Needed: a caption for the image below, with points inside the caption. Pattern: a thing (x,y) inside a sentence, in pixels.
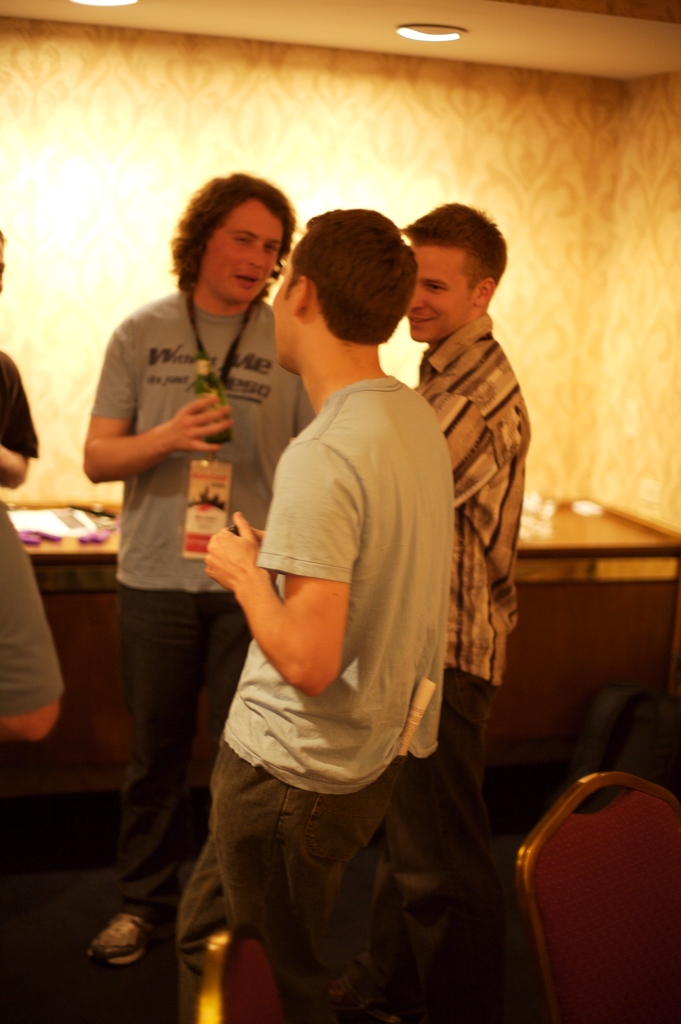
In this image I can see three men (274,581) are standing and talking, they wore t-shirts (369,476). At the top (412,40) there are ceiling lights (401,33).
